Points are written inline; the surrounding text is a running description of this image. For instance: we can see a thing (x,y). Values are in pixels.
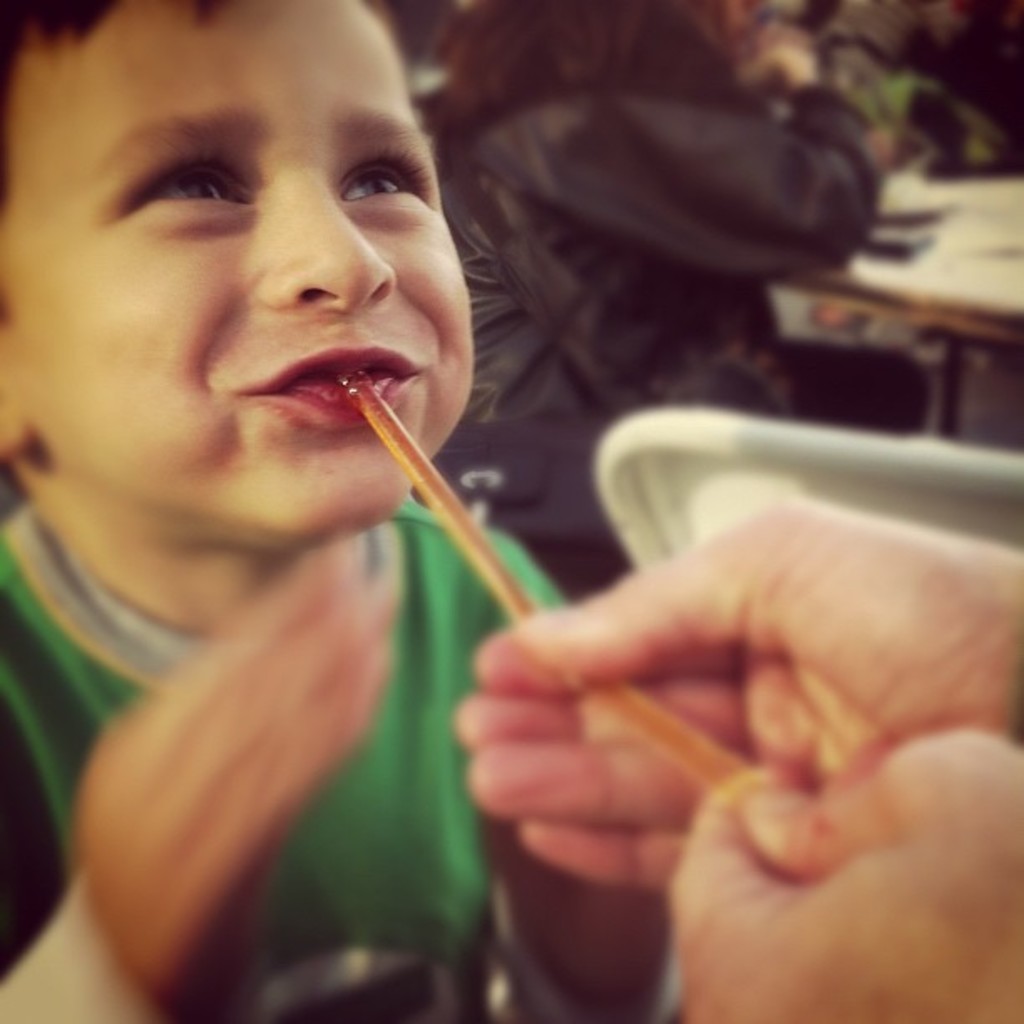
This image consists of a kid (352,679). In his mouth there is a straw (415,465). To the right (699,816), the person (856,951) is holding that straw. In the background (693,396), there is a woman (668,232) wearing black jacket (509,177) is sitting in a chair (932,464).
